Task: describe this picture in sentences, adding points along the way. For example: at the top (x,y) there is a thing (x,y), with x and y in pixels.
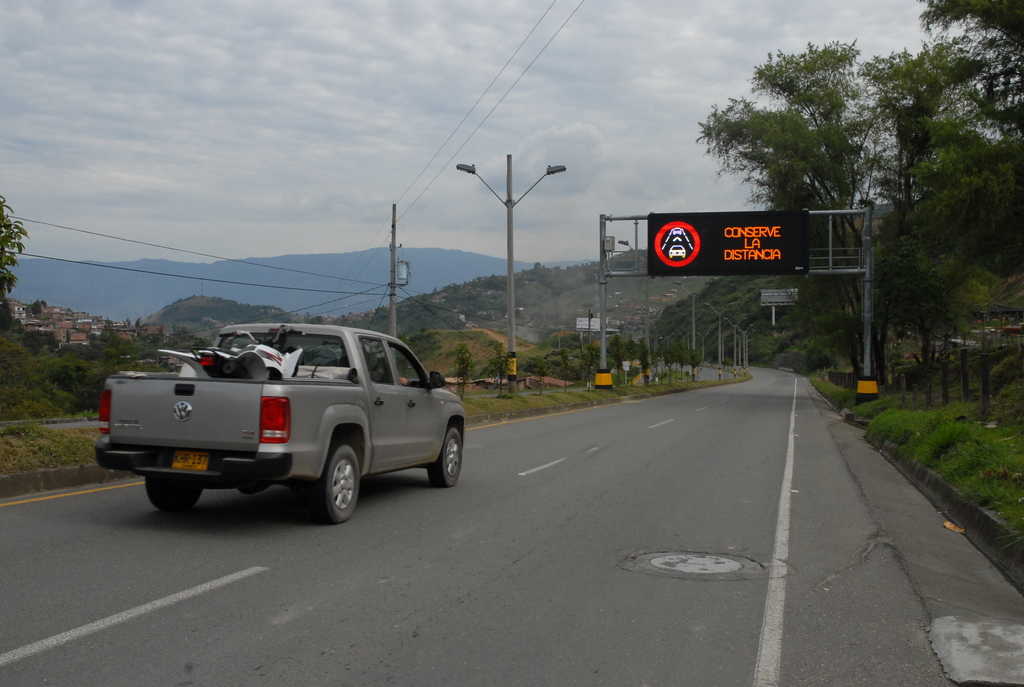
In this image there is a road (595,502) in the middle (664,456). On the road (622,474) there is a van (305,426). In the van (333,447) there is a motorbike (244,351). On the right side (707,253) there is a hoarding (688,263) in the middle of the road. At the top (614,102) there is sky (562,97). In the background (357,267) there are hills (253,278). There are electric poles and light poles (508,243) on the footpath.
